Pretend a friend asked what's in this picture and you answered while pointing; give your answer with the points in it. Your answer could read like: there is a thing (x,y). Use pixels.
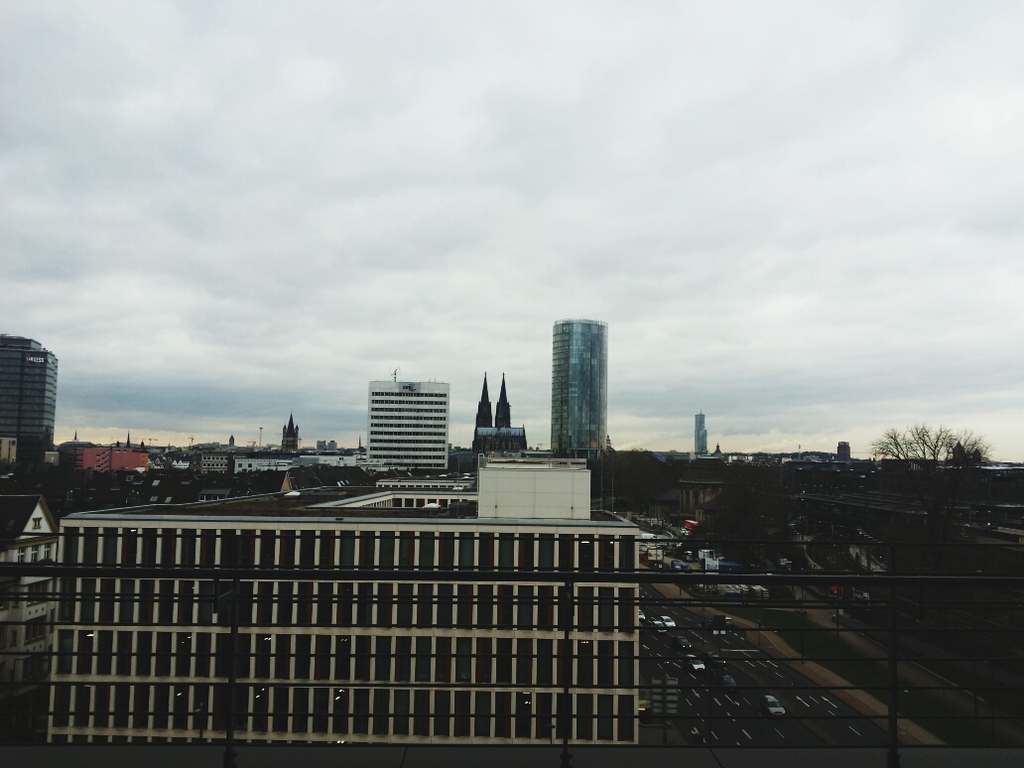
In this image I can see many vehicles (646,544) on the road (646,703). I can also see few buildings (70,611) which are in white color, background (45,144) I can see trees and sky (660,290) in white color.
